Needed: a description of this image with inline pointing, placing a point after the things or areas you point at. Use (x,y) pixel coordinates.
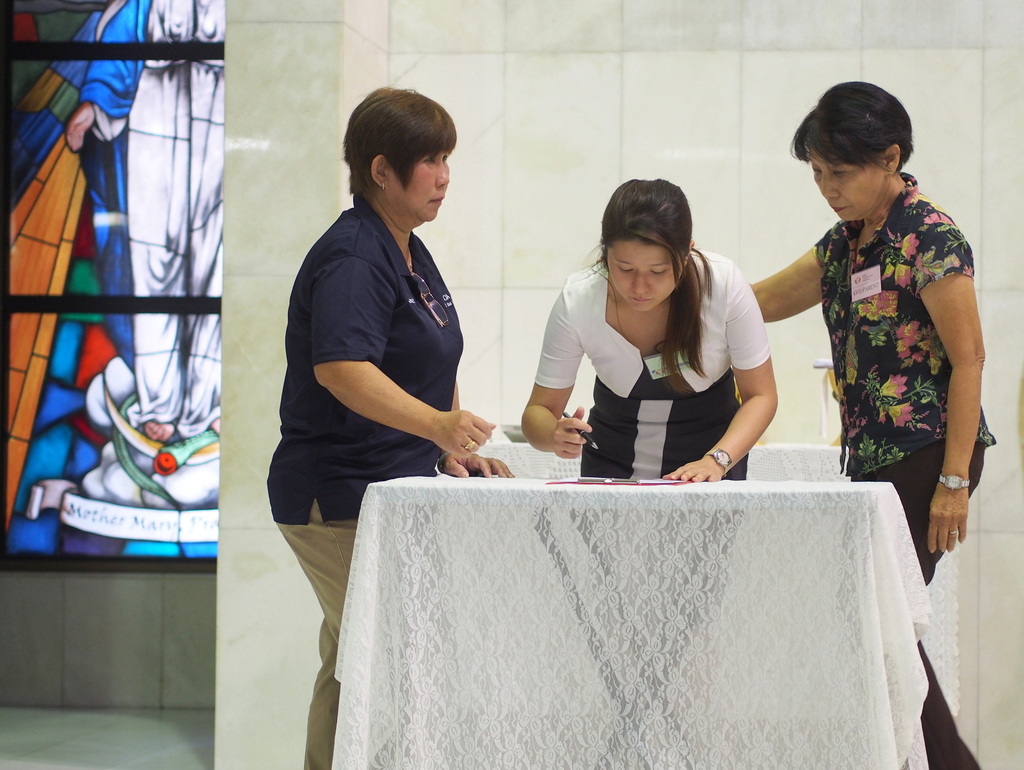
This picture is taken inside the room (446,160). In this image, on the right side (831,247), we can see three people (839,245) are standing in front of the table (696,504). On the table (618,497), we can see a white colored cloth (540,488) and a book (618,480). On the left side (160,328), we can see a glass window (161,400) with some paintings (128,392). In the background (512,469), we can see a table (544,468) with white color cloth (777,465) and a bowl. In the background (649,94), we can also see a wall (591,230) which is in white color.
